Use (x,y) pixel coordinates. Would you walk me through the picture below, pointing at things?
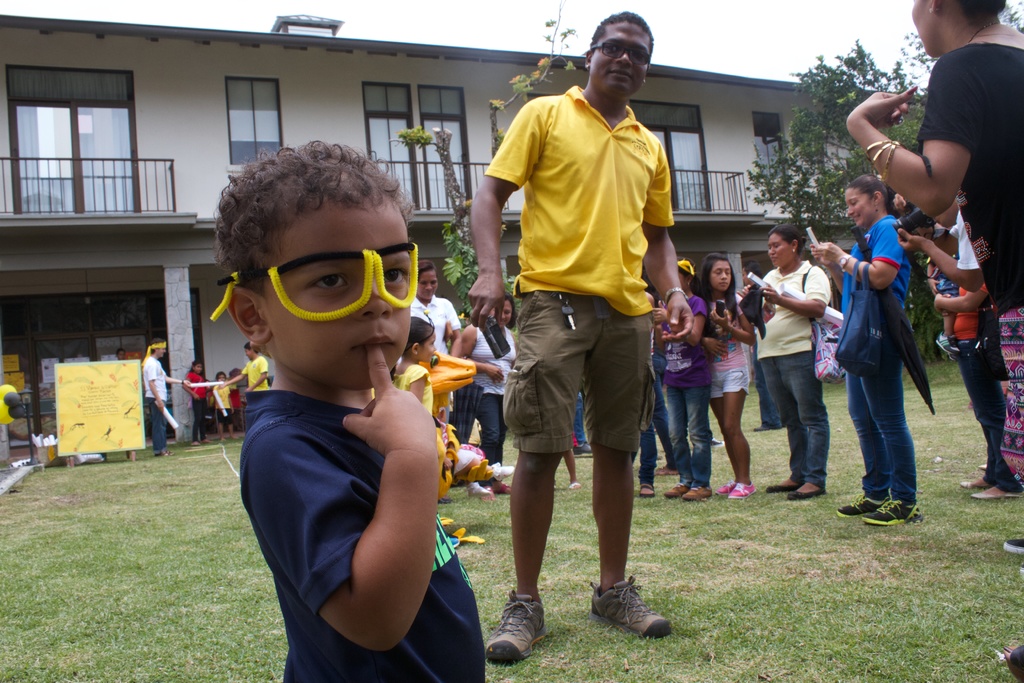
In the image we can see in front (355,181) there is a kid (352,458) standing and he is wearing goggles (276,276). Behind there are other people (647,300) standing and they are holding objects (760,322) in their hand (765,289). There is a tree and a building (382,108) at the back (393,92). The ground (572,573) is covered with grass (211,600).
